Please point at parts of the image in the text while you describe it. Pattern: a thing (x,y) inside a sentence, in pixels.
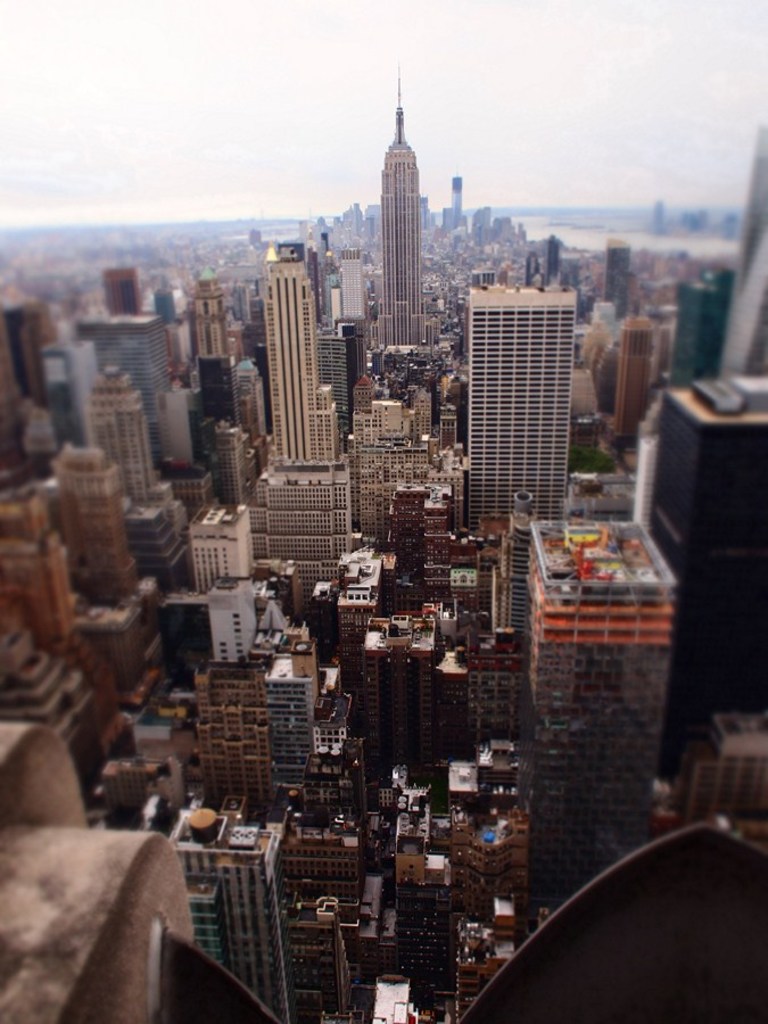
In this picture we can see city (135,303). Here we can see skyscraper (407,245). On the bottom (450,869) we can see buildings (424,971). Here we can see water (538,219). On the top (392,62) we can see sky (428,102) and clouds (512,112).
